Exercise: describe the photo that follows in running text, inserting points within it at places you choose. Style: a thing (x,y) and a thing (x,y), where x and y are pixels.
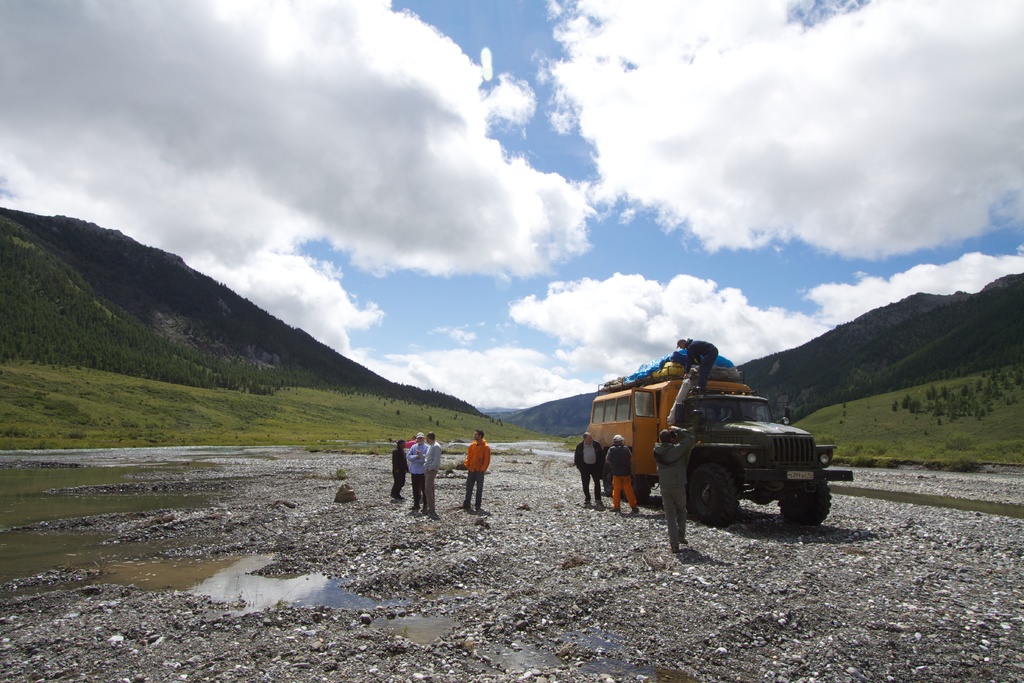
In this picture we can see some people (637,508) are standing, on the right side (739,486) there is a vehicle (746,467), at the bottom (563,550) we can see some stones (443,549) and water (196,592), in the background (291,399) there are some trees (178,359), grass (279,403) and hills (511,410), we can see the sky (782,338) and clouds (748,341) at the top of the picture (509,78).
